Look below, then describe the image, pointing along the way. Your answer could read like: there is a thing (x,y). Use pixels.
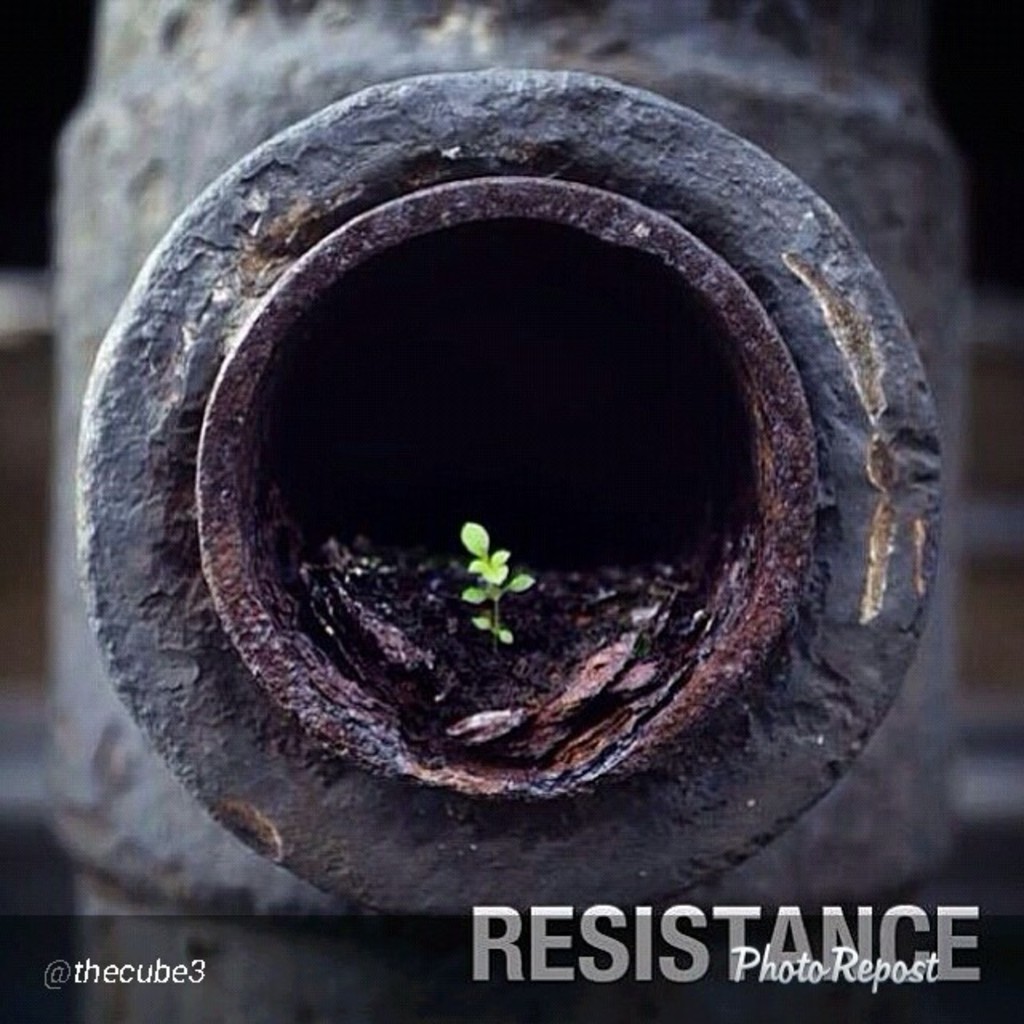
Here in this picture we can see an iron pipe (93,861) present over there and in the hole (509,608) of it we can see a small plant (494,603) present over there.
